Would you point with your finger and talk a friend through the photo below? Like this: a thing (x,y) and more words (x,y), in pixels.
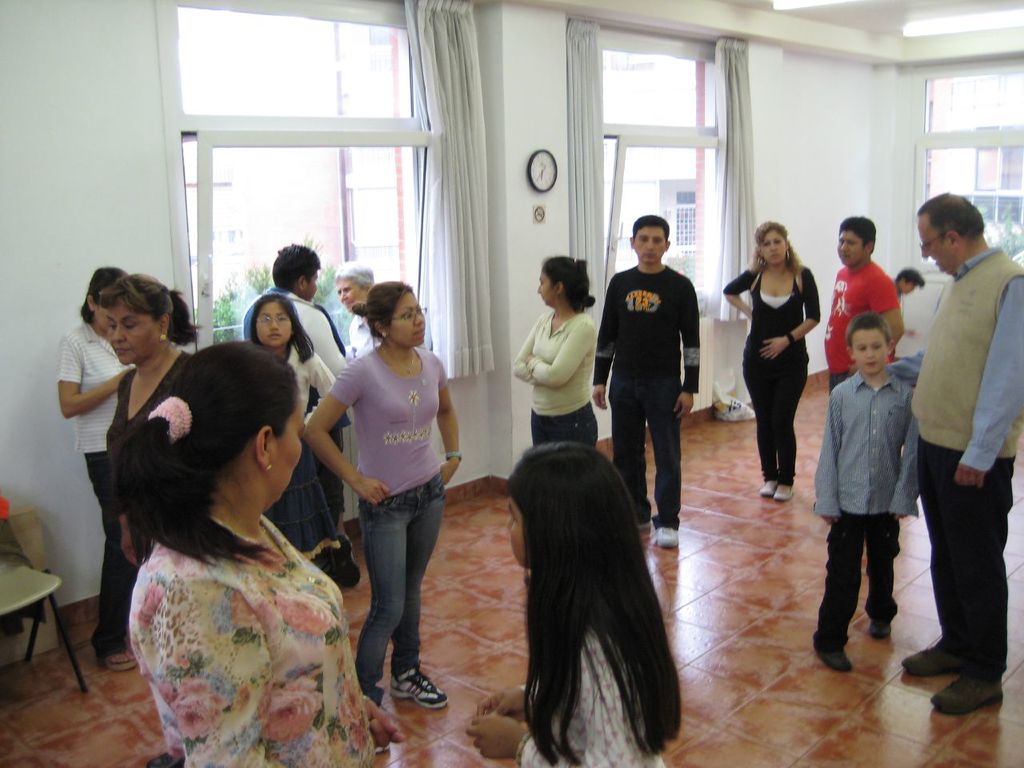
In this image, we can see a group of people (568,435) are standing on the floor (811,688). Few are wearing glasses (266,319). Left side of the image (30,590), we can see a chair (17,600), some board (27,539) here. Background (96,116) there is a wall (104,191), we can see few glass windows (962,175) with curtains (580,168). Here we can see a clock (543,179), some sticker (535,210). Through the window (626,215) we can see the outside view (369,206). There are few plants (268,276), house (353,225), wall (617,101) we can see.
